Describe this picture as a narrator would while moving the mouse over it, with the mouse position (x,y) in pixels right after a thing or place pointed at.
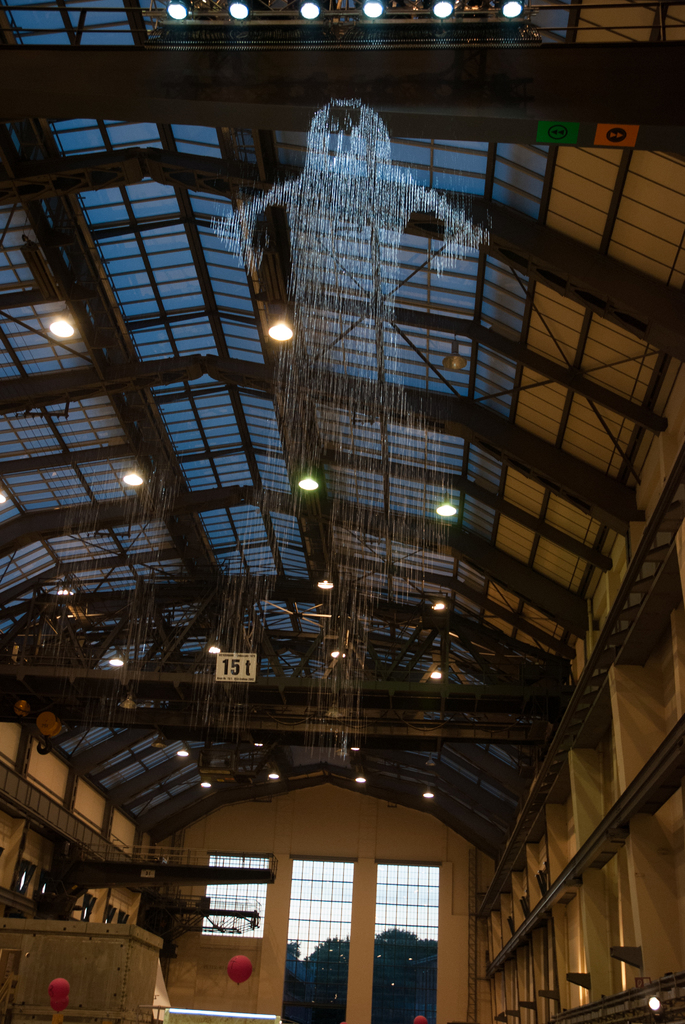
In the center of the image (241,580) we can see hanging decoration (275,575). In the background (425,864) we can see pillars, lights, windows (243,891), trees (387,978), sky (300,930) and wall (251,820).
